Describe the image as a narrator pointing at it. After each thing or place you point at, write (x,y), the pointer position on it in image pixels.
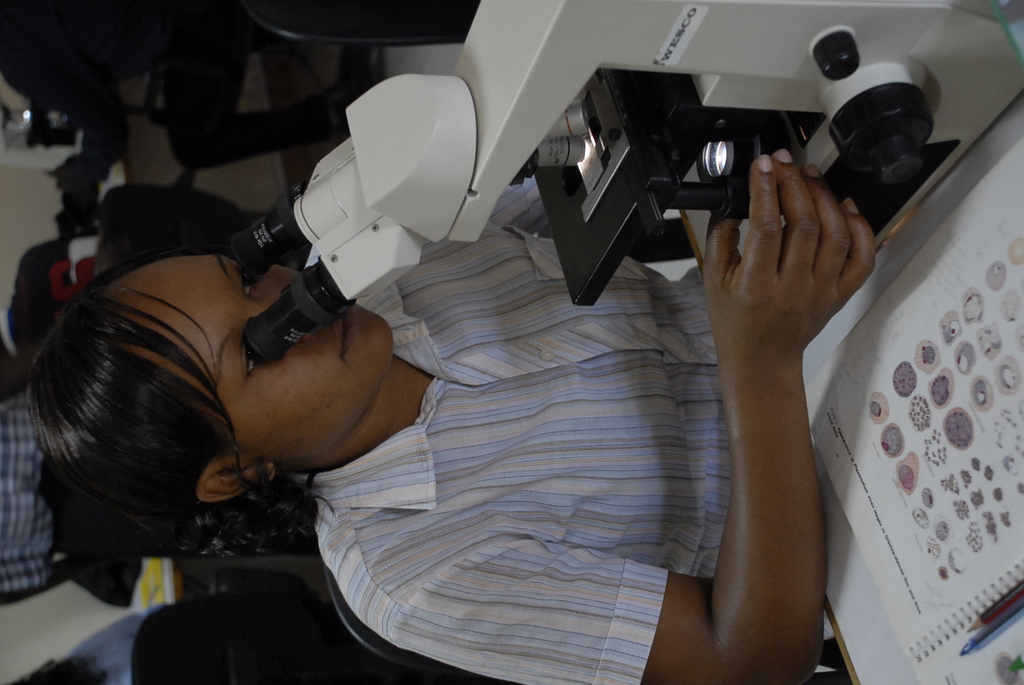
In this image we can see this person (500,481) is sitting near the machine (711,195) which is kept on the table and also we can see a book (1003,585) and pencil (1014,597) are kept on it. In the background (25,589), we can see a few more people (148,11).
